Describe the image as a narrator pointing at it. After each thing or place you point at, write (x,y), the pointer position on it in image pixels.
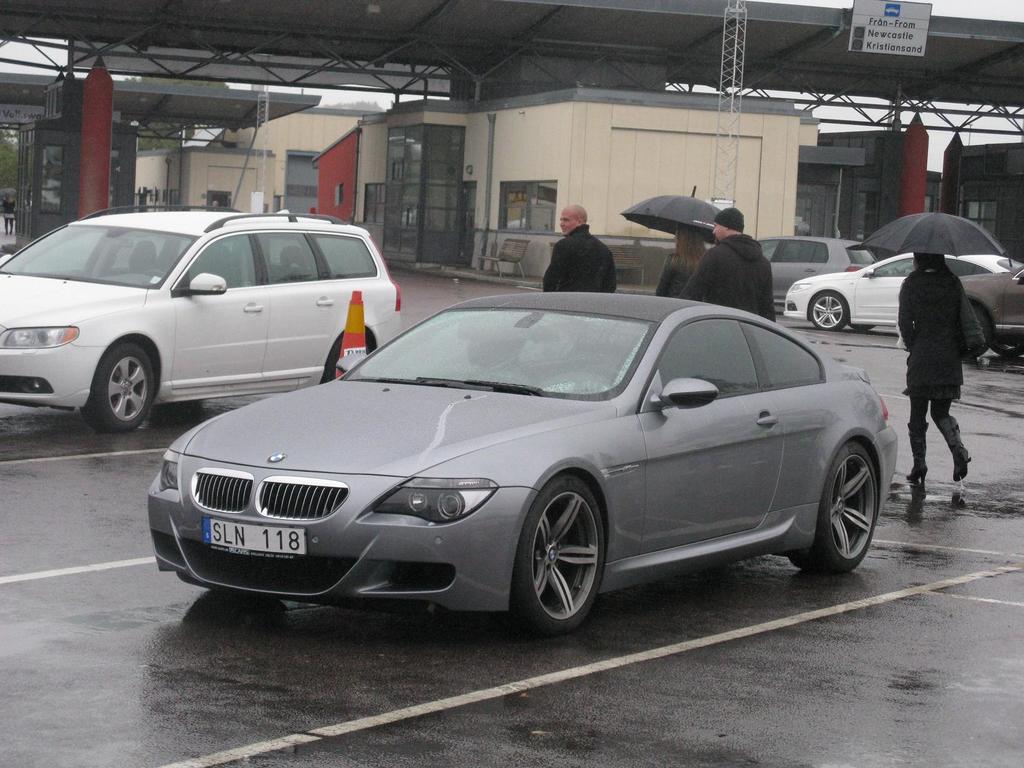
In this image in the center (496,439) there are some vehicles (463,364), and in the background (578,276) there are some people (766,273) walking and two of them (677,276) are holding umbrellas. At the bottom (336,627) there is a road (127,444), in the background (813,175) there is a building (654,112) and some poles (108,97), windows (394,141), chair (507,251), glass doors (453,146) and some objects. At the top of the image (664,75) there is ceiling (825,55) and a board (886,45).
